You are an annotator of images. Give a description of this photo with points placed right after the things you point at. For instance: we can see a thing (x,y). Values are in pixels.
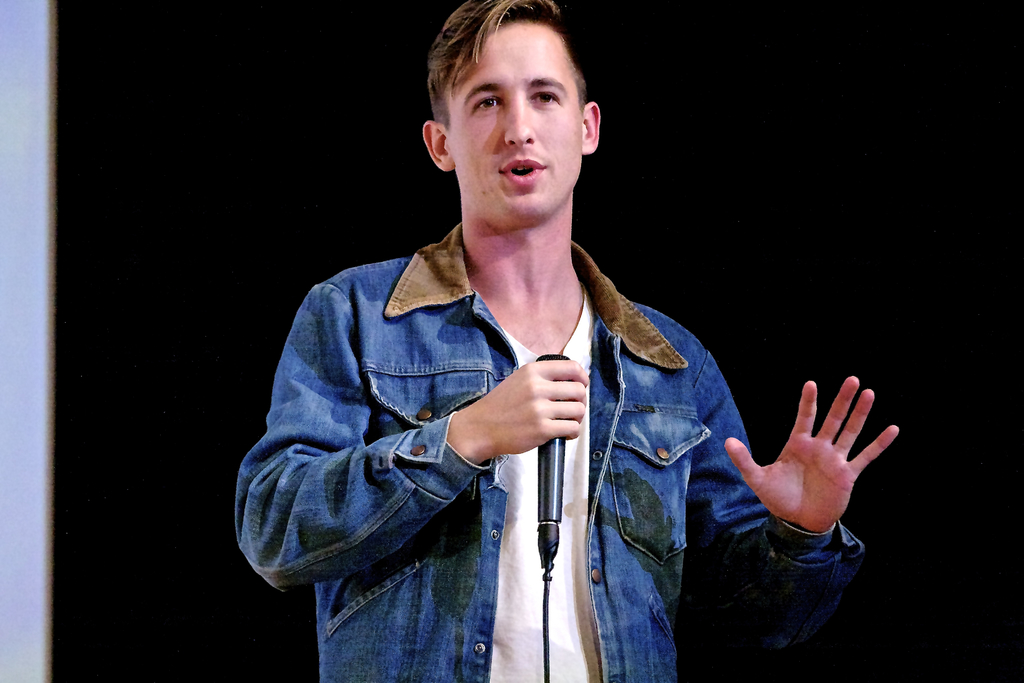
A boy (548,99) speaking with a mic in his hand (519,380).
